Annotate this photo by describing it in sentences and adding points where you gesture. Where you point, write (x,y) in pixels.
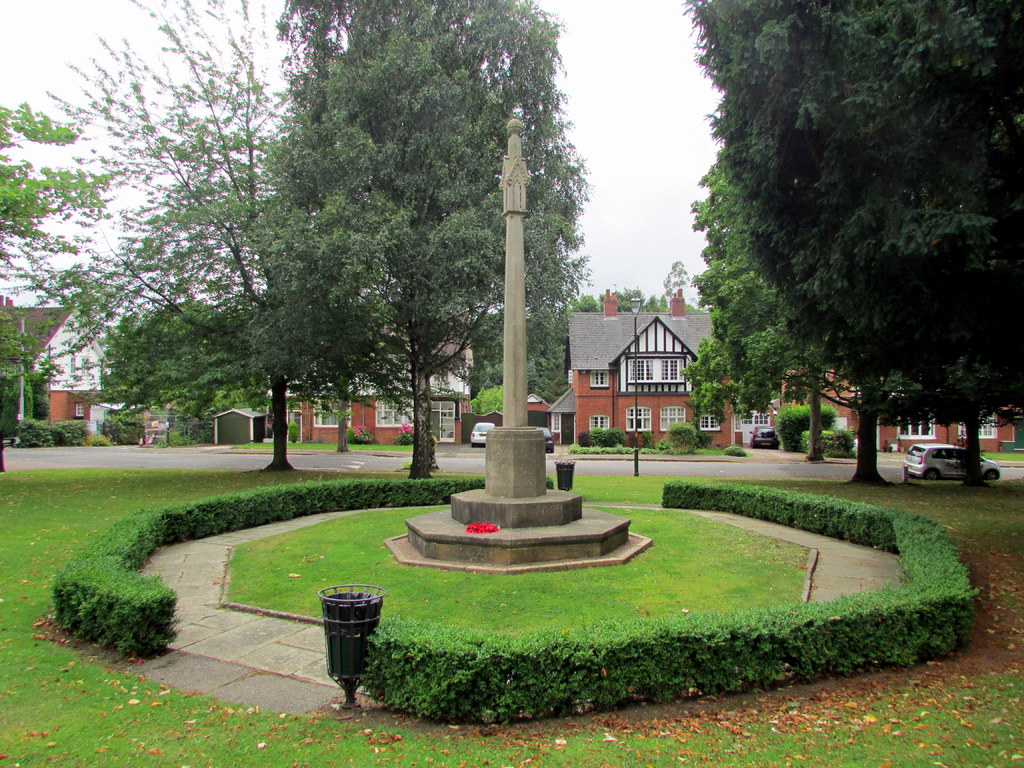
This picture is clicked outside. In the foreground (30,698) we can see the green grass (31,703) and shrubs (514,671). In the center (500,492) there is an object (522,426) and we can see there are some items (488,532) on the ground (579,486). In the center (615,385) we can see the houses (597,378) and the windows (646,410) of the houses (620,409) and we can see there are some vehicles (926,468) seems to be parked on the road (309,469). In the background (299,255) we can see the sky (71,81) and trees (743,304).
